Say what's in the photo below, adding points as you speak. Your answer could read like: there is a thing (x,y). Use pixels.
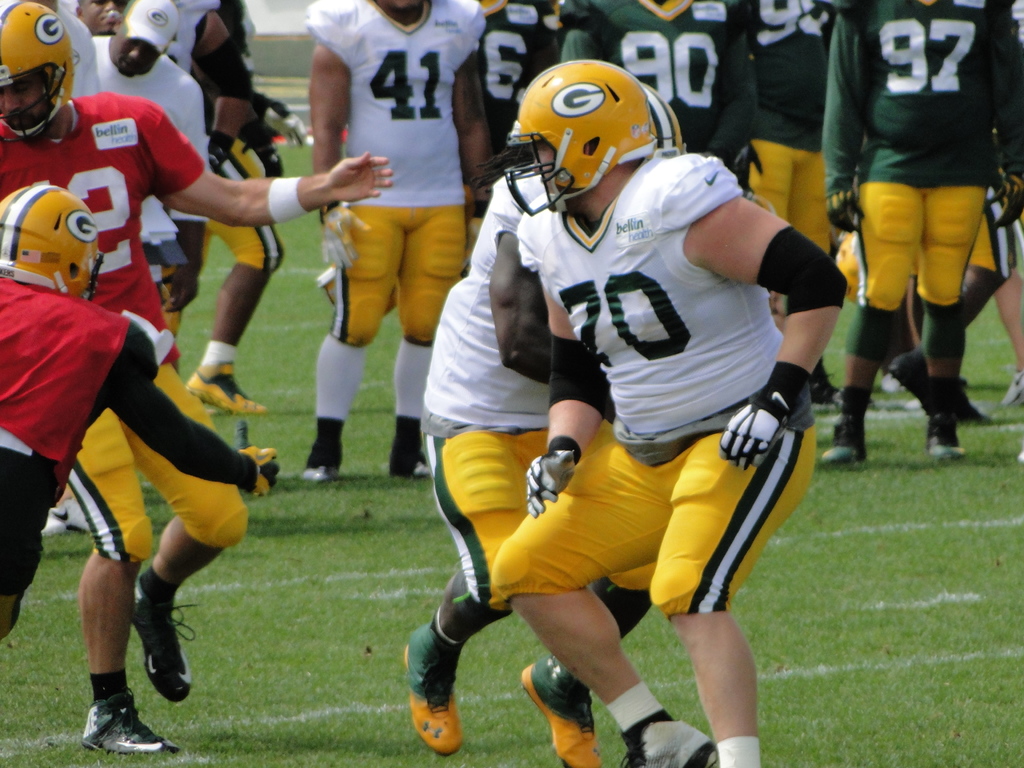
In this image we can see a group of people (638,124) wearing dress (145,261) and helmets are standing on the ground (888,539).
